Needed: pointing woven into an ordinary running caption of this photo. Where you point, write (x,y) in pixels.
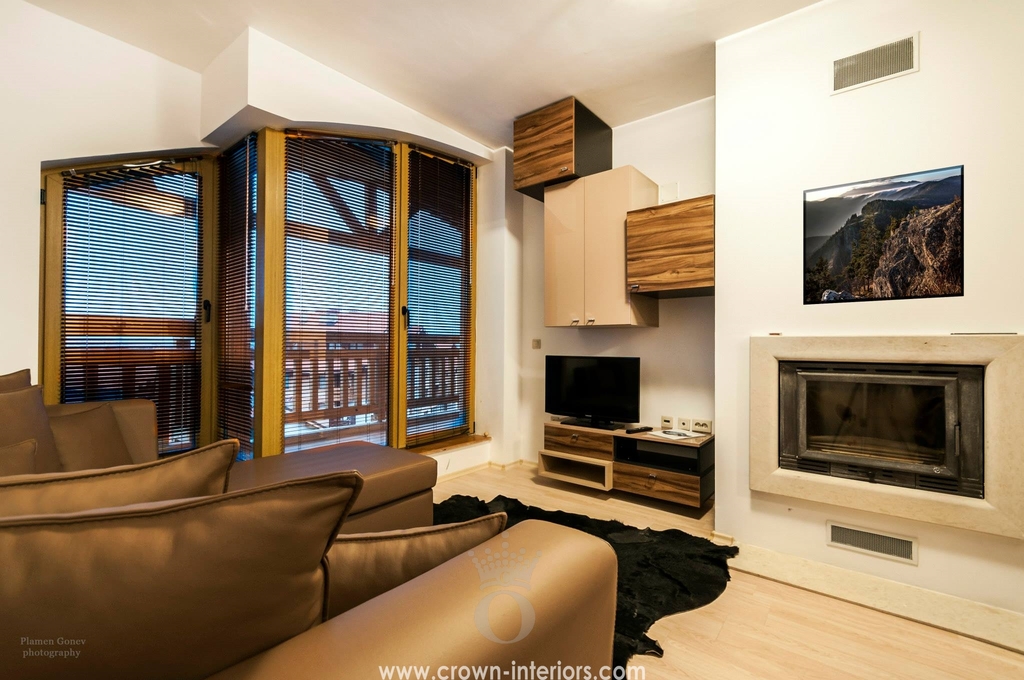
Here we can see a sofa (274,657) which is on the left side (328,670). This is a wooden table (602,445) where a television (596,429) is kept on it. Here we can see wooden drawers (638,275) which are on the top center (618,196). This is a door (402,342).
